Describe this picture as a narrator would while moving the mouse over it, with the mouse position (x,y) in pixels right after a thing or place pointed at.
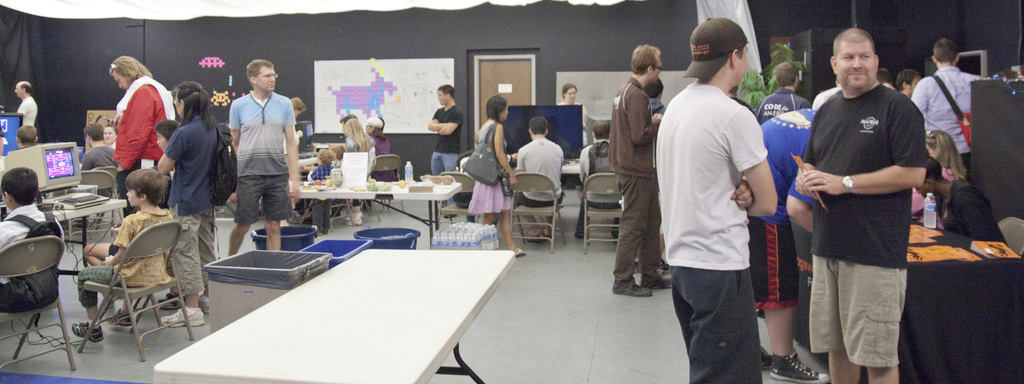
In this picture there are many kids (163,203) sitting on the chairs (54,260) and operating the monitors (72,181). There are few people (156,139) standing and guiding them. In the center of the image (343,248) we observe white table (375,287) and few trash cans (329,254) between them. There are also few bunch of water bottles (455,228) kept on the floor (594,258). In the right side of the image (937,273) there is a black table (960,274) on top of which registrations are being processed.
